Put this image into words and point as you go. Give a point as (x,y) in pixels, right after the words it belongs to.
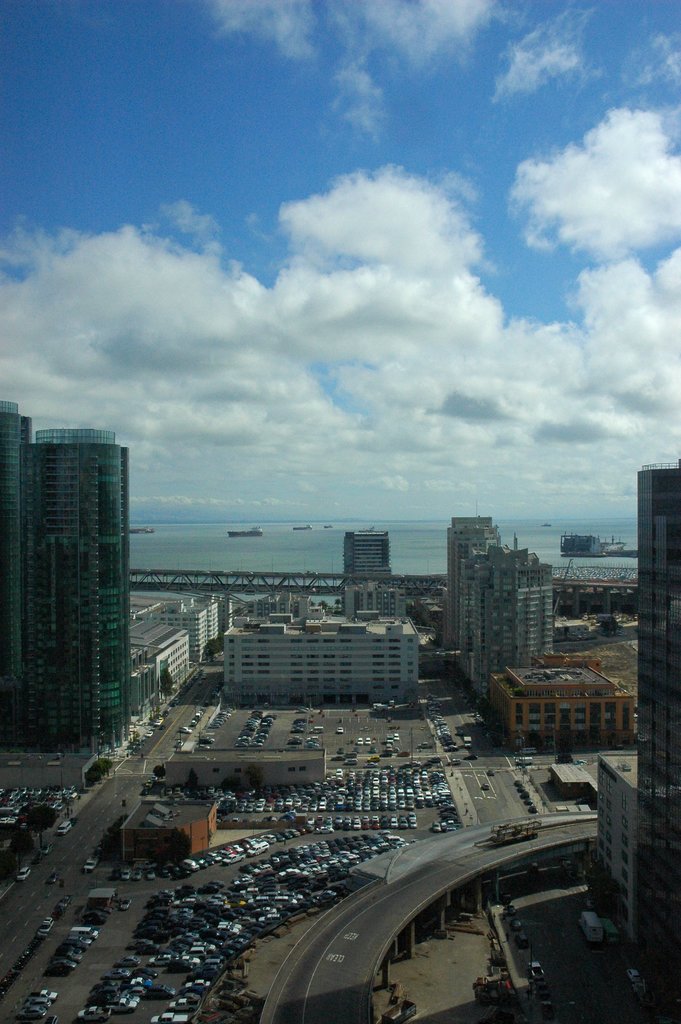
In the center of the image (298,511) we can see the sky (236,491), clouds (239,483), buildings (171,830), vehicles (365,859), water (329,539), pillars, a bridge (361,871) and a few other objects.
